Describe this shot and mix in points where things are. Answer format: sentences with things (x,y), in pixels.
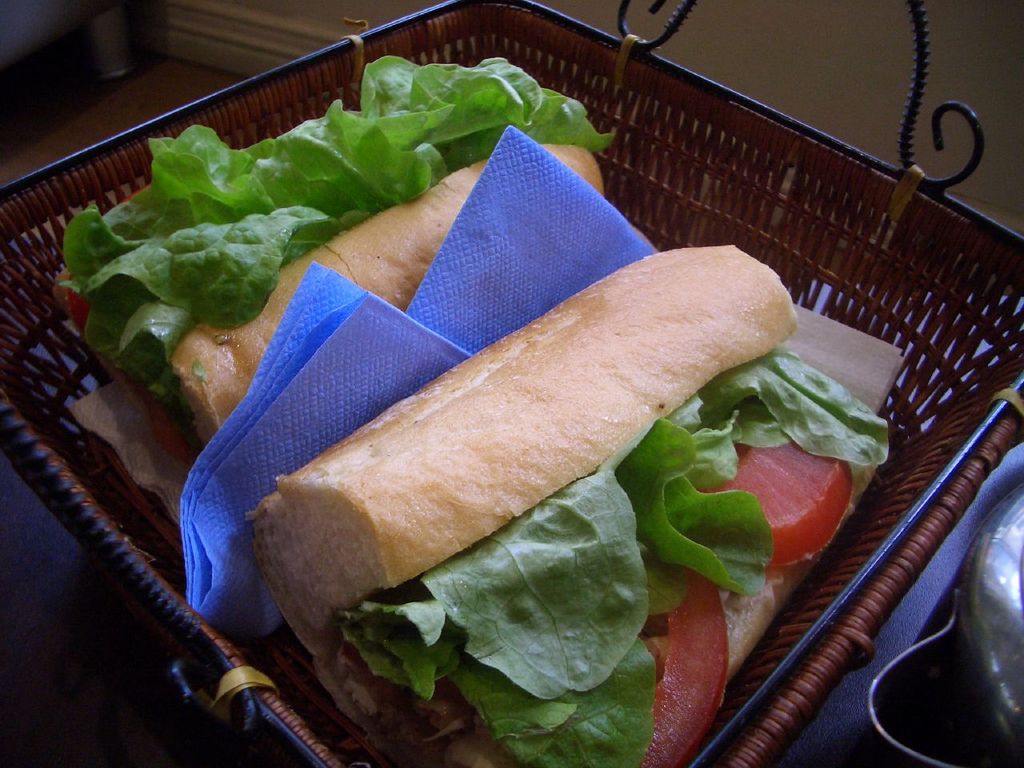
In this picture, we see fast food (493,424) and tissues (384,351) are placed in the basket (861,231). In the background (821,57), we see a wall (891,80). In the right bottom of the picture (920,644), we see a steel vessel (961,664) which looks like a water jug (936,644).
